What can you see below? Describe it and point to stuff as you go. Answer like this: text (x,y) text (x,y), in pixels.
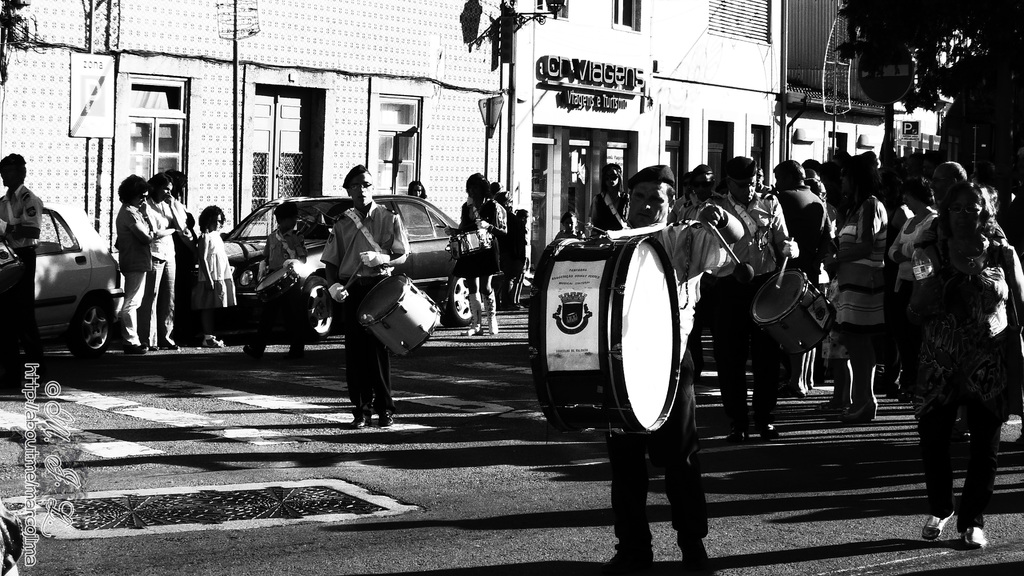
Group of people (856,378) standing we can see few persons (361,279) are holding musical instruments (612,352). We can see vehicles (39,272) on the road (404,409). On the background (720,93) we can see building (850,131), tree (948,77), board (485,102), pole (890,113).
